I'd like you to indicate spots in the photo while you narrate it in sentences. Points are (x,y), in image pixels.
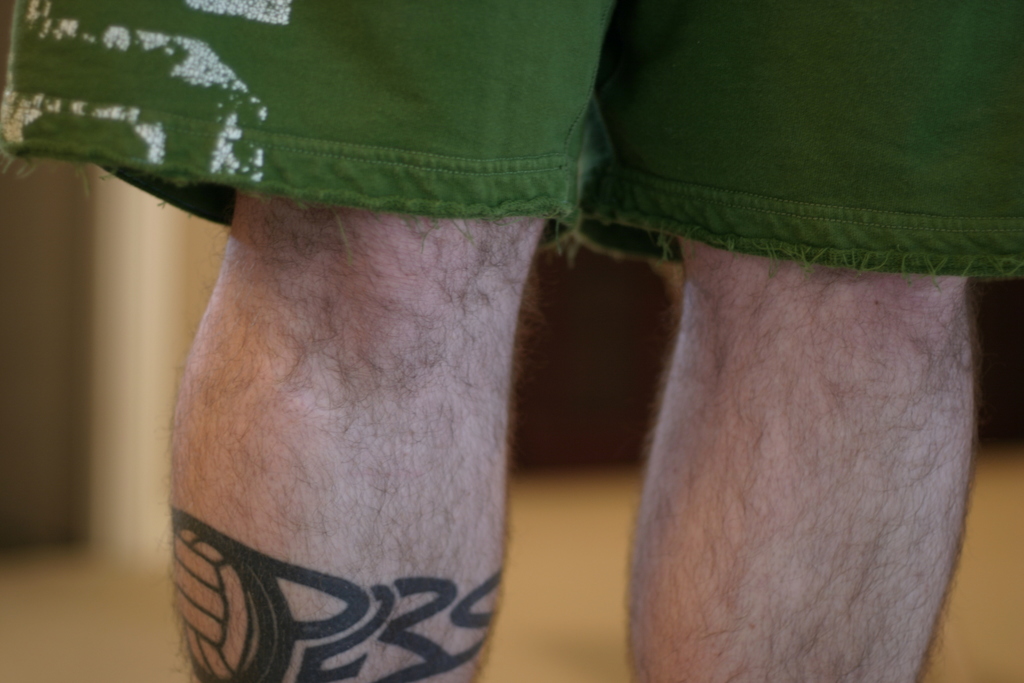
In the foreground of this image (401,503), there are legs (859,448) of a person (872,295). On the top (579,149), there is the short (640,180). On the bottom (350,642), to the leg (327,638), there is the tattoo (340,658) and the background (61,627) image is blurred.
